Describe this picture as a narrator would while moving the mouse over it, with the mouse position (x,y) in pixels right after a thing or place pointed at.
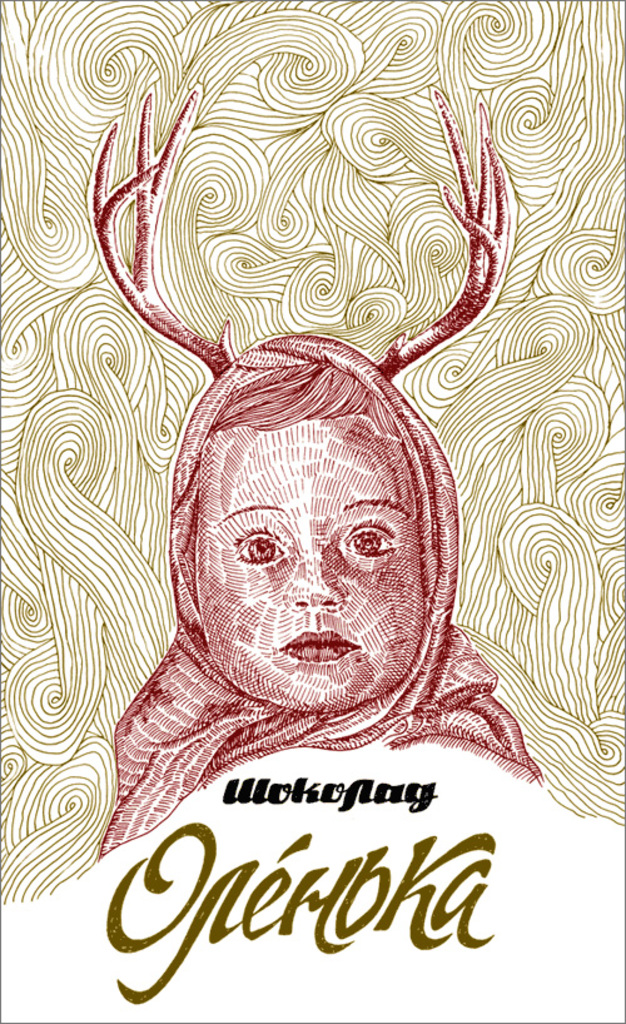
This is a sketch. In the center of the image (301,500) we can see a person's head (326,645). At the bottom of the image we can see the text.
